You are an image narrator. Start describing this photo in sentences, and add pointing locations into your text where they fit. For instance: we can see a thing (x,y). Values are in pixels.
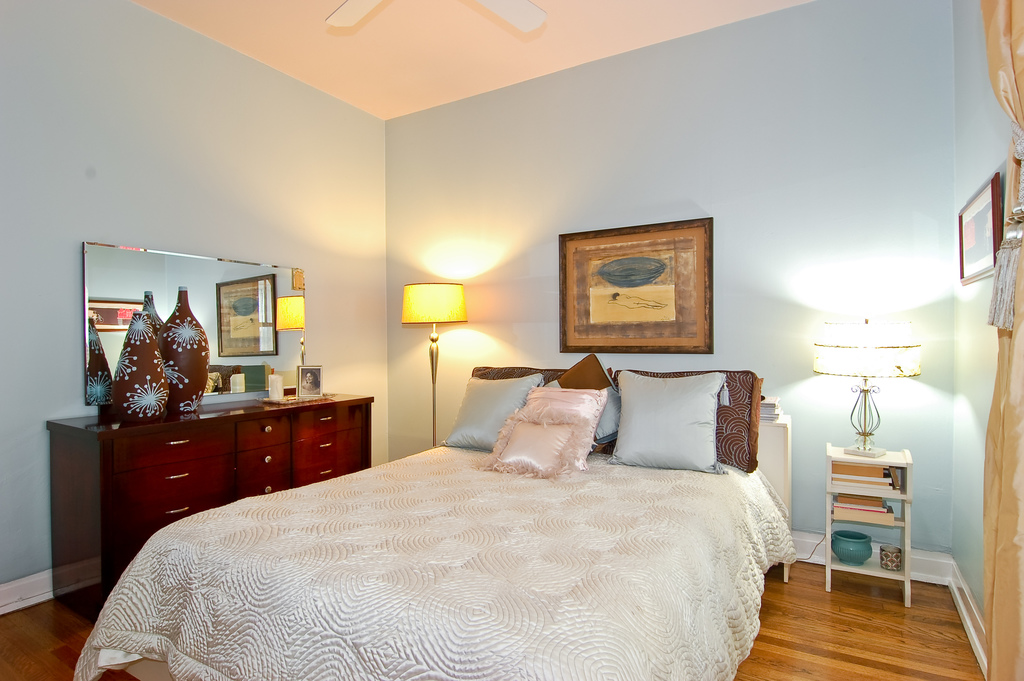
This image is clicked inside the room (568,161). In the center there is a bed (557,522). There are pillows (533,399) on the bed (580,514). Behind the bed (545,368) there is a wall (743,148). There are picture frames (962,237) on the wall (726,275). To the right (848,494) there is a table (833,462). There is a table lamp (856,391) on it. Below the table (873,571) there are books (846,508). To the left (153,436) there is a cupboard (241,460). On the cupboard (121,454) there are jars (207,360) and a picture frame (303,388). Above the cupboard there is a mirror (176,271) on the wall (317,252). Beside the cupboard (356,399) there is a lamp stand (442,294). At the top (359,14) there is a fan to the ceiling (371,27).
